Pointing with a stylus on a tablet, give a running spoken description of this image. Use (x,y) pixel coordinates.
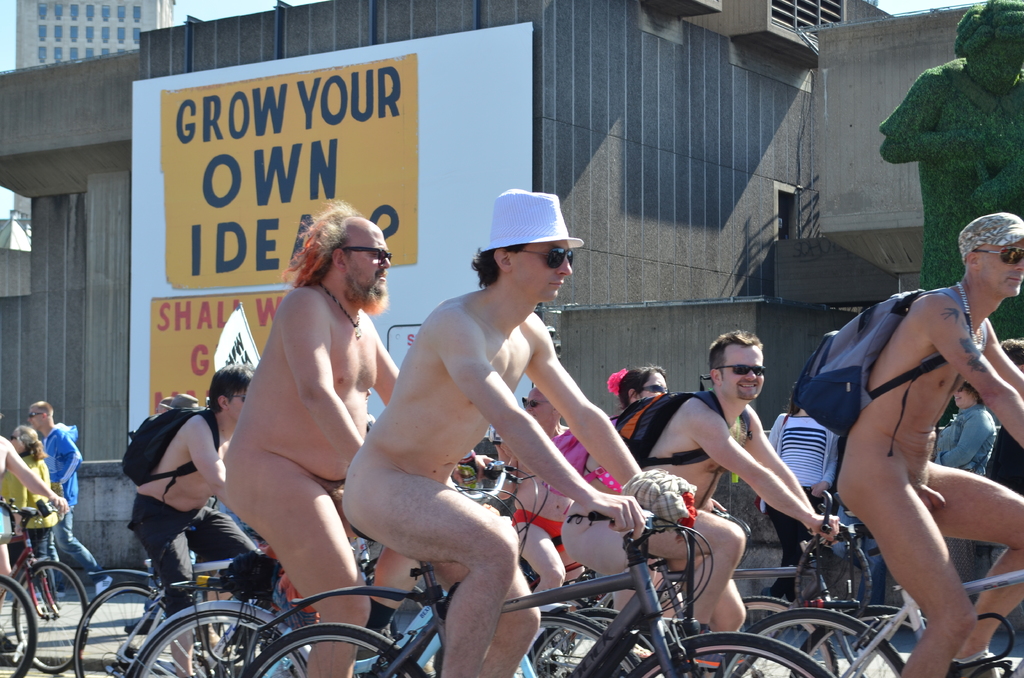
In the image there are many people (446,388) riding bicycle (590,650) nakedly on the street (95,583). On the left side (118,449) there is a building (573,132) with tagline (388,173) says grow your own idea.
